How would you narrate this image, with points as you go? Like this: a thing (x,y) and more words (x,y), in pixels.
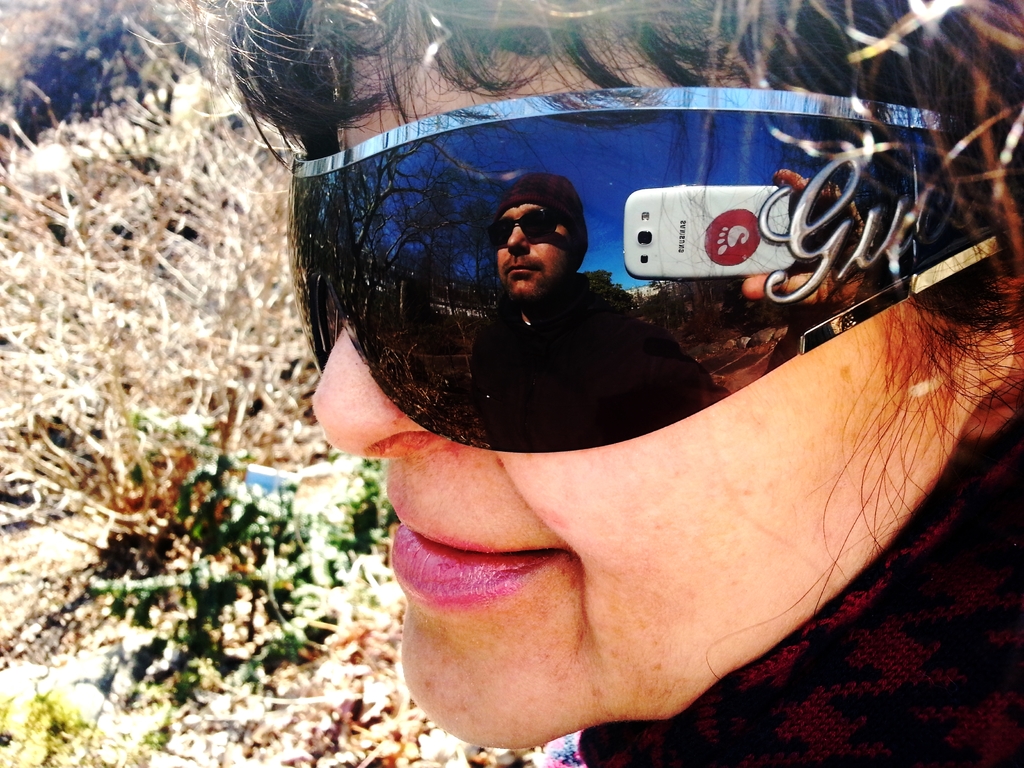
In this image we can see a woman (529,609) wearing glasses (495,287). We can see a person (572,348) holding a mobile (658,259) reflected on her glasses (566,322). On the backside (144,371) we can see some plants (185,595).
